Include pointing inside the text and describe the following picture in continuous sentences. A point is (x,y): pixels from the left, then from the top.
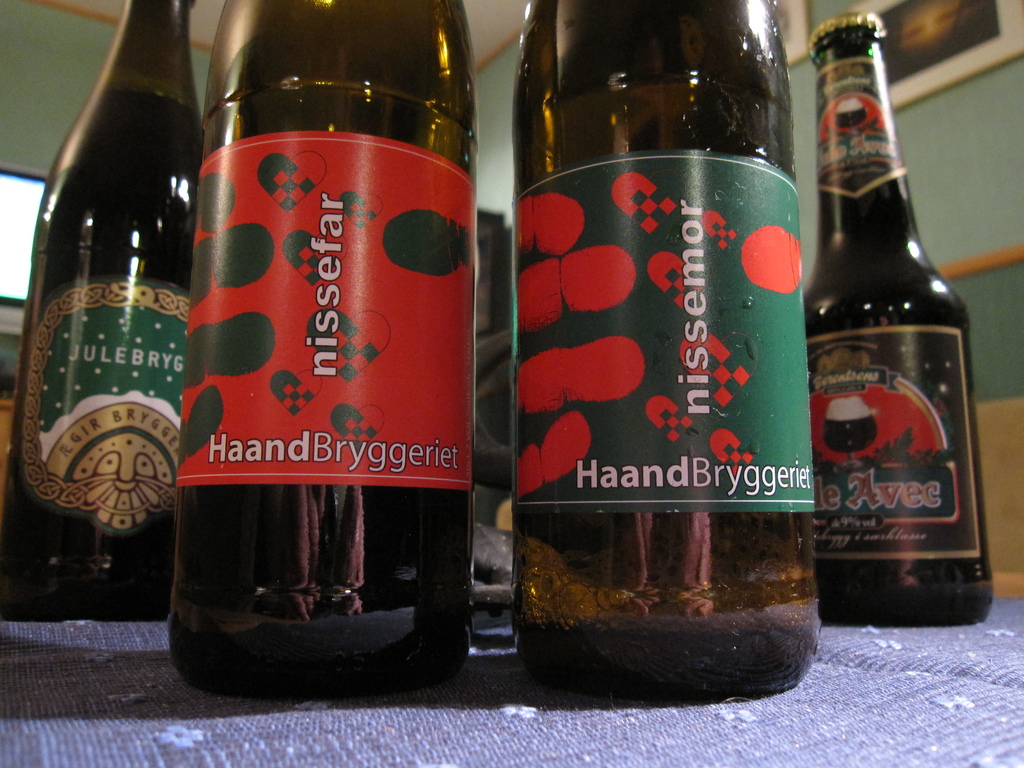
In this image, I can see four glass bottles (550,443), which are placed on the carpet (621,736). These are the labels (414,379) attached to the bottles (878,305). At the top right side of the image (927,34), I can see the photo frame (941,42), which is attached to the wall (971,166).
